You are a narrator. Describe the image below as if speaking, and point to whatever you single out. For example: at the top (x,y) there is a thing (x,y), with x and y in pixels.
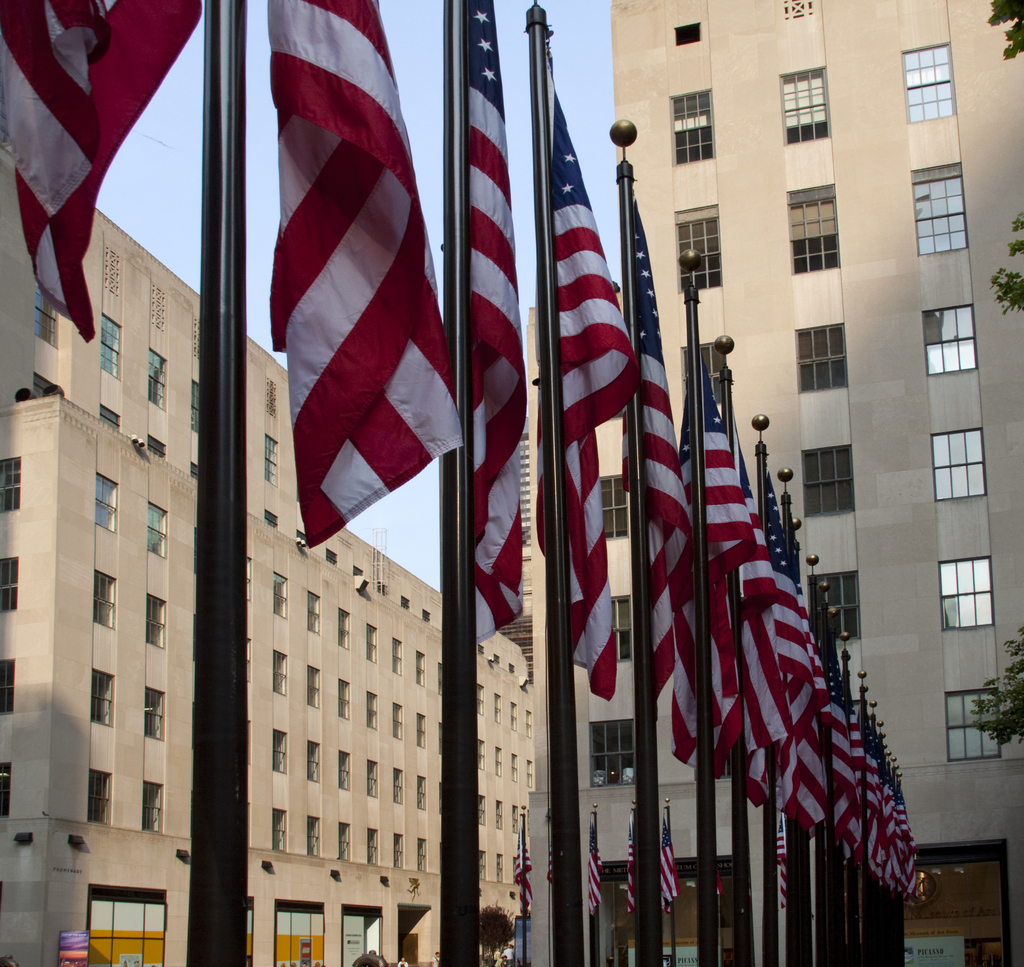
Here in this picture, in the front (305,163) we can see number of flag posts (641,912) present on the ground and we can also see buildings (290,555) with number of windows (614,738) present over there and we can also see plants (503,914) and trees (489,914) present and we can see the sky (410,63) is clear.
